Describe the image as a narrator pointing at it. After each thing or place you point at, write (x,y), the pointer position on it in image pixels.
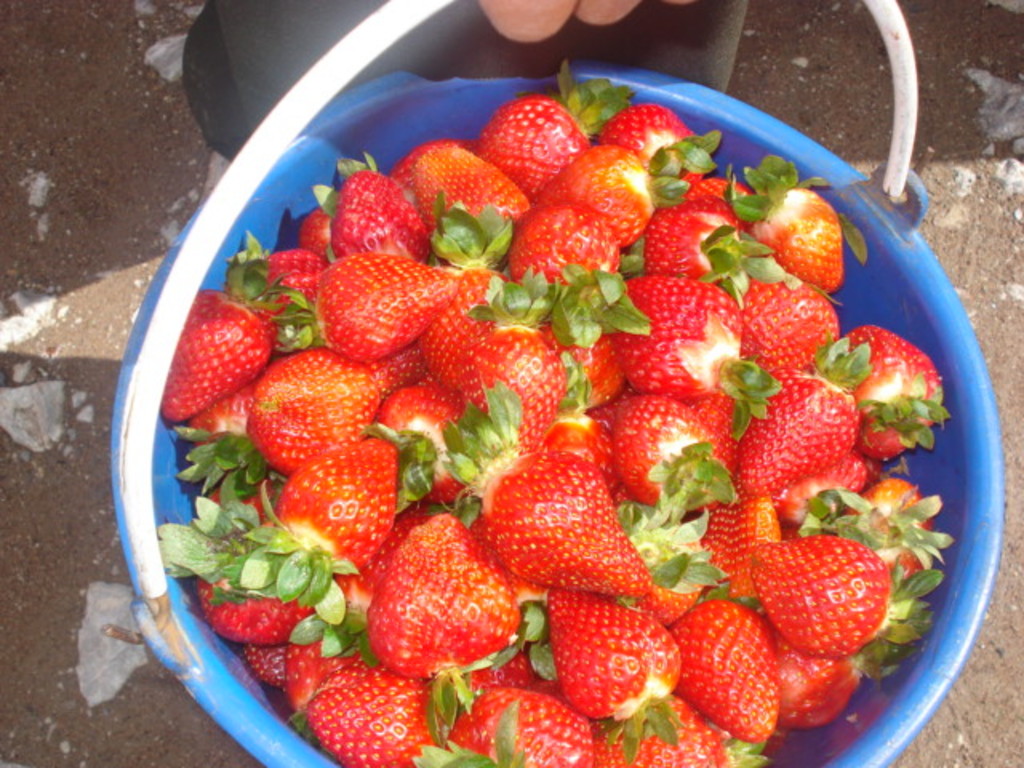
In this image, we can see a bucket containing strawberries (511,321) and there is a person (508,24). At the bottom (50,707), there is ground (36,607).
